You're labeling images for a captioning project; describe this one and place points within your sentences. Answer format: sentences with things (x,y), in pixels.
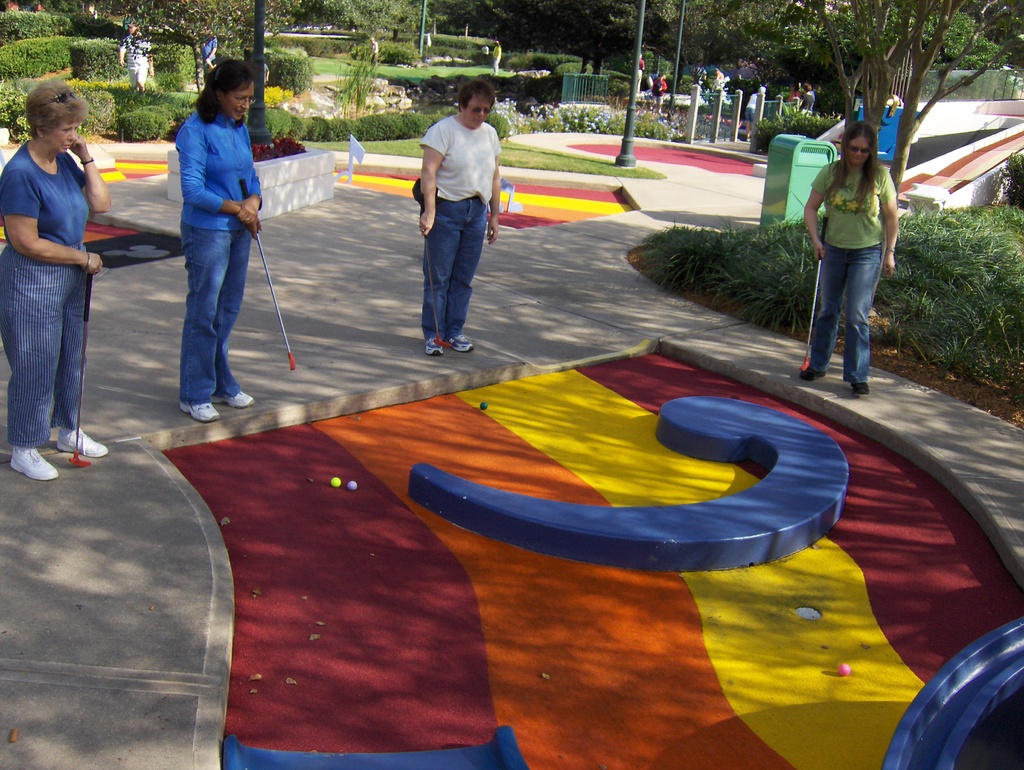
In this picture we can see a few people (78,187) are standing on the floor (136,528) and they are playing games, beside we can see so many trees (2,111) and grass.
